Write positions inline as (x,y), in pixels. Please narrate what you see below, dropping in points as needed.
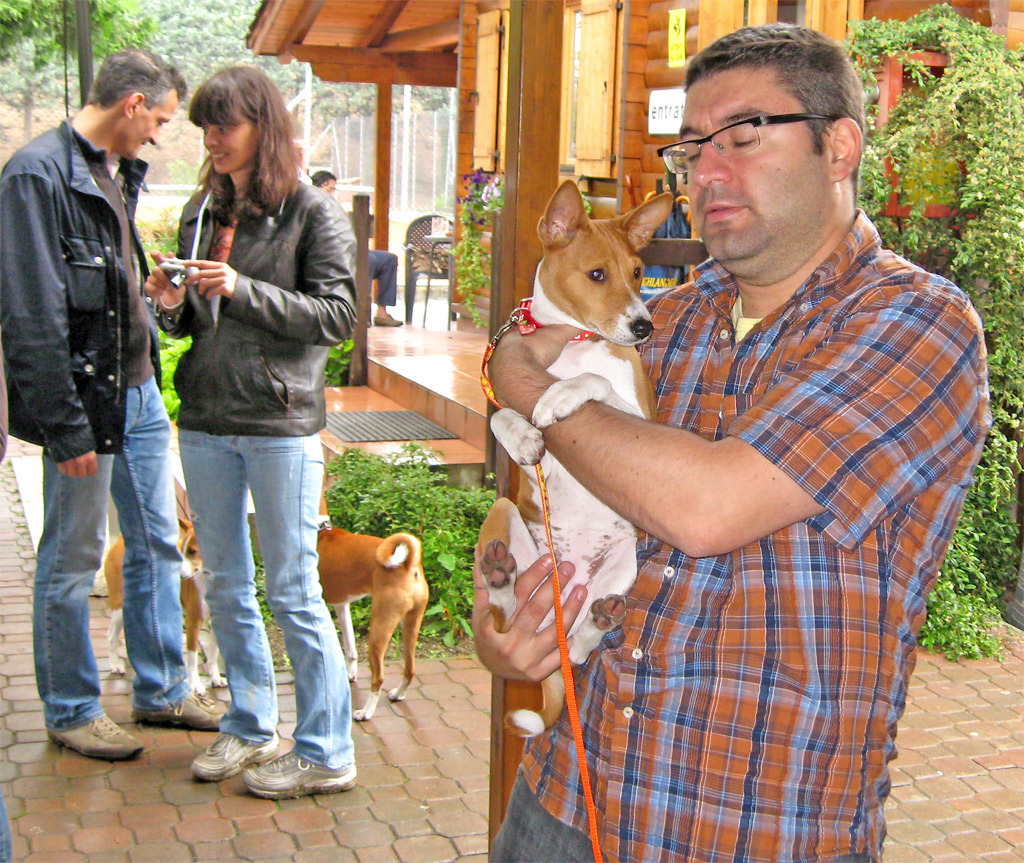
On the background (164,22) we can see trees (103,21). This is a house (735,10). Near to the house (490,249) we can see plants (1015,182). Here we can see a woman (230,298) holding a camera (188,275) in her hands (218,266) and smiling. Here we can see a man (131,247) standing near to the women (240,223). These are dogs (366,588). Here we can see a man (718,145) wearing spectacles (735,145) and holding a dog (553,466) with his hands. We can see chair (432,249) near to the house (486,237) and also person (380,251) sitting on a chair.
